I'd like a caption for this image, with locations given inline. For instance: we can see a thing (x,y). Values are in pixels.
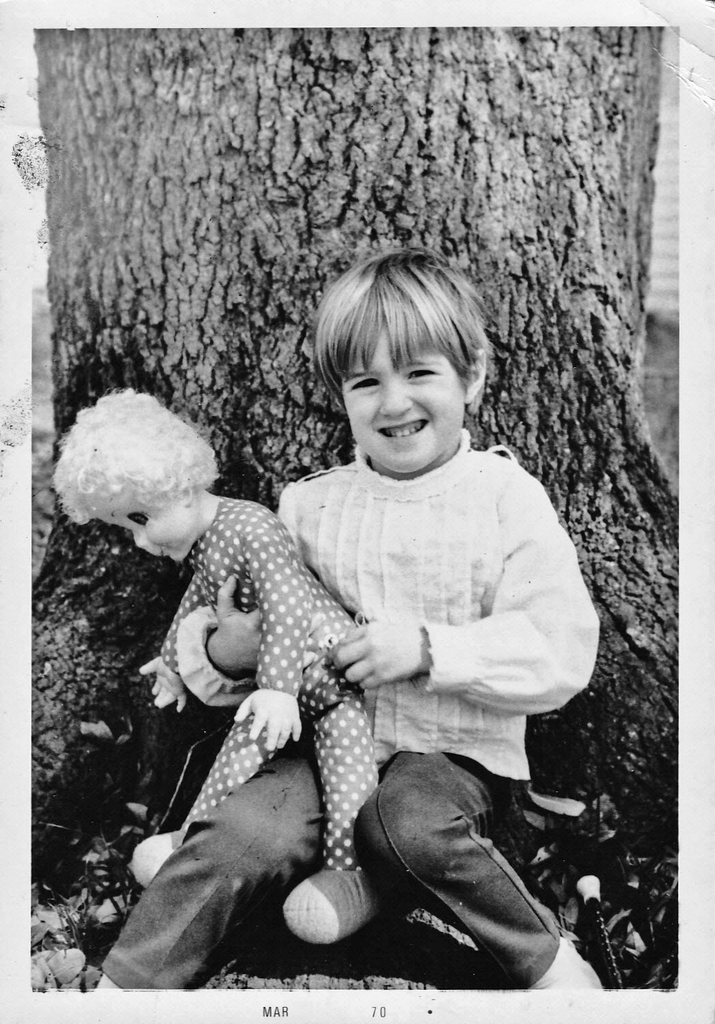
This is a black and white picture, in this image we can see a boy (362,566) sitting and holding a toy (318,699), in the background (570,318), we can see a tree trunk (529,753).
